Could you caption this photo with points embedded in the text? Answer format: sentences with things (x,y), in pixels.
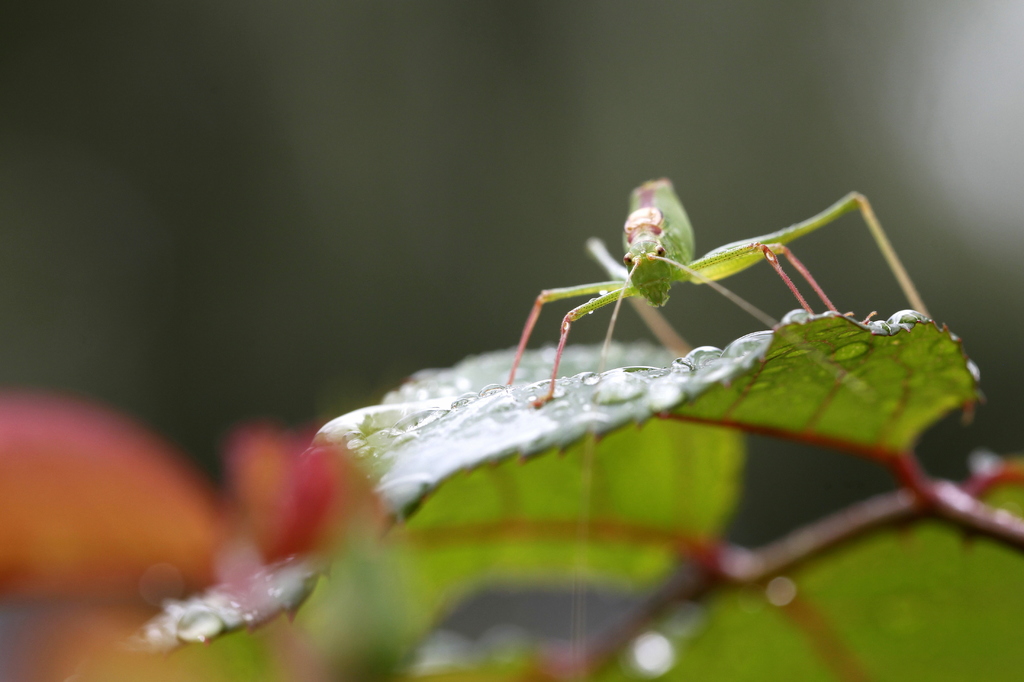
In this picture there is a cricket (793,285) in the center of the image (661,266) on a leaf (736,369) and the background (787,170) area of the image is blur.
